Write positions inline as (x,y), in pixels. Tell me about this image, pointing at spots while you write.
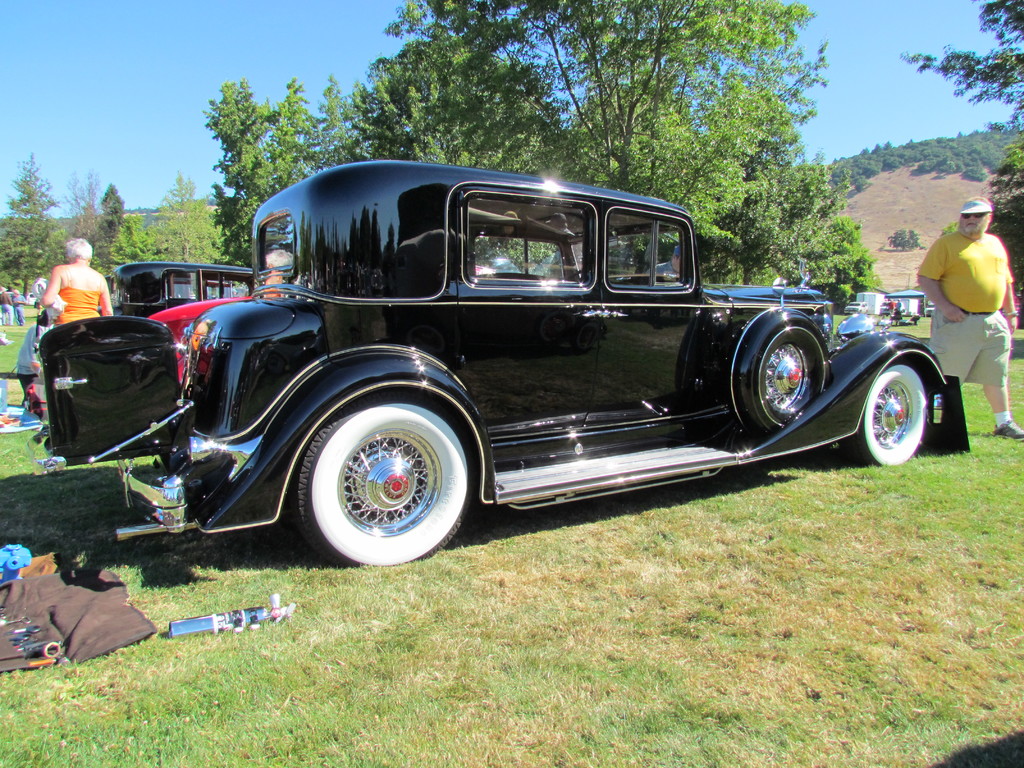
In this image in the front (796,633) there's grass (591,663) on the ground (519,615). In the center (494,333) there are cars (594,335) and there are persons (87,308) and on the left side (35,562) there are objects (31,591) which are brown and blue colour on the ground (10,542). In the background (197,202) there are trees (660,148) and there are persons (14,292).
